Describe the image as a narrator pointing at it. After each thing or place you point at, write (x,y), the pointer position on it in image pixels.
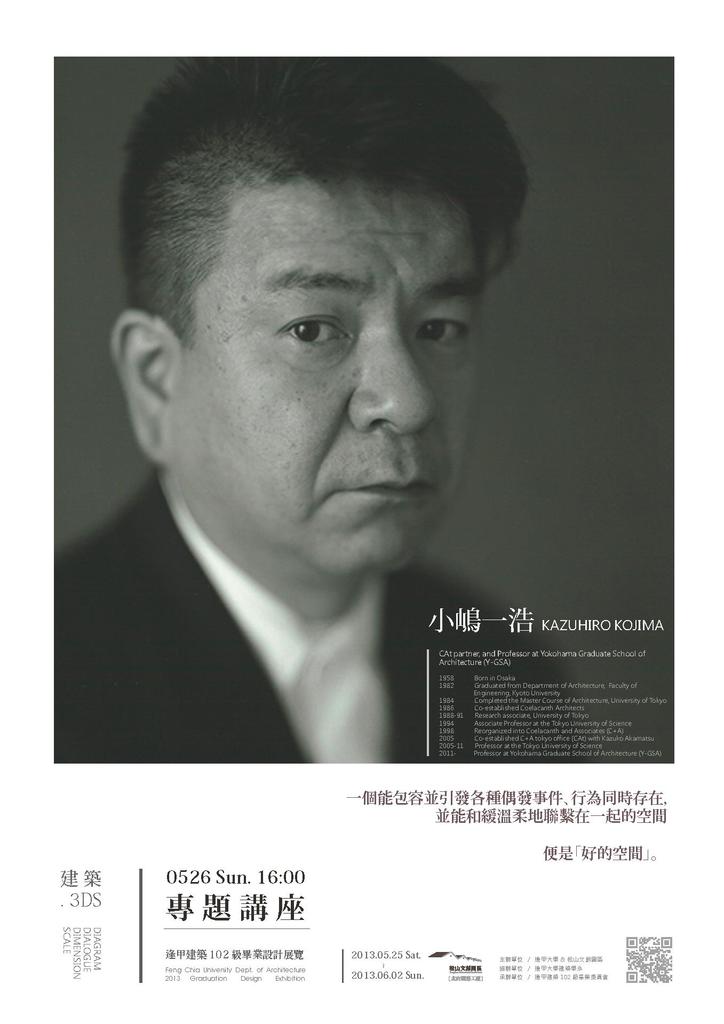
In this picture I can see there is a man (312,740) standing and he is wearing a black blazer (218,702), white shirt (351,723) and there is something written here on the picture.
